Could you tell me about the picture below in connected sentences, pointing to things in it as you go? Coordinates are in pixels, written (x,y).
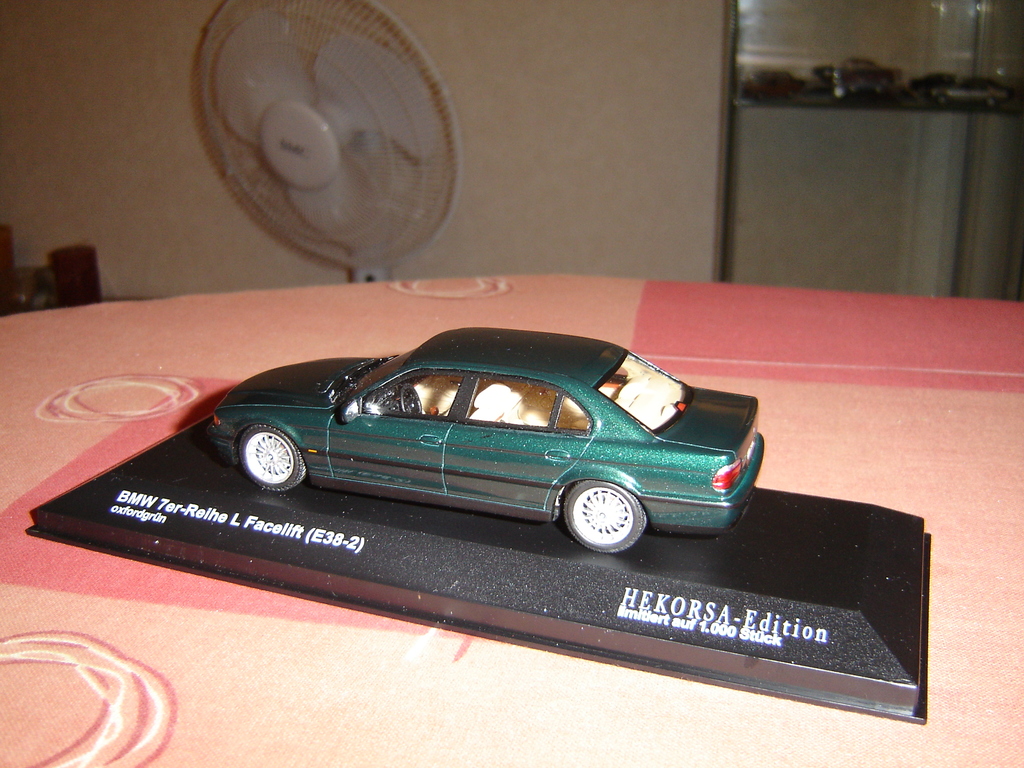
In this picture we can see a car (511,378) on black object (378,567) on the table (373,626). In the background of the image (323,150) we can see table fan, wall (655,152) and objects (893,82).
